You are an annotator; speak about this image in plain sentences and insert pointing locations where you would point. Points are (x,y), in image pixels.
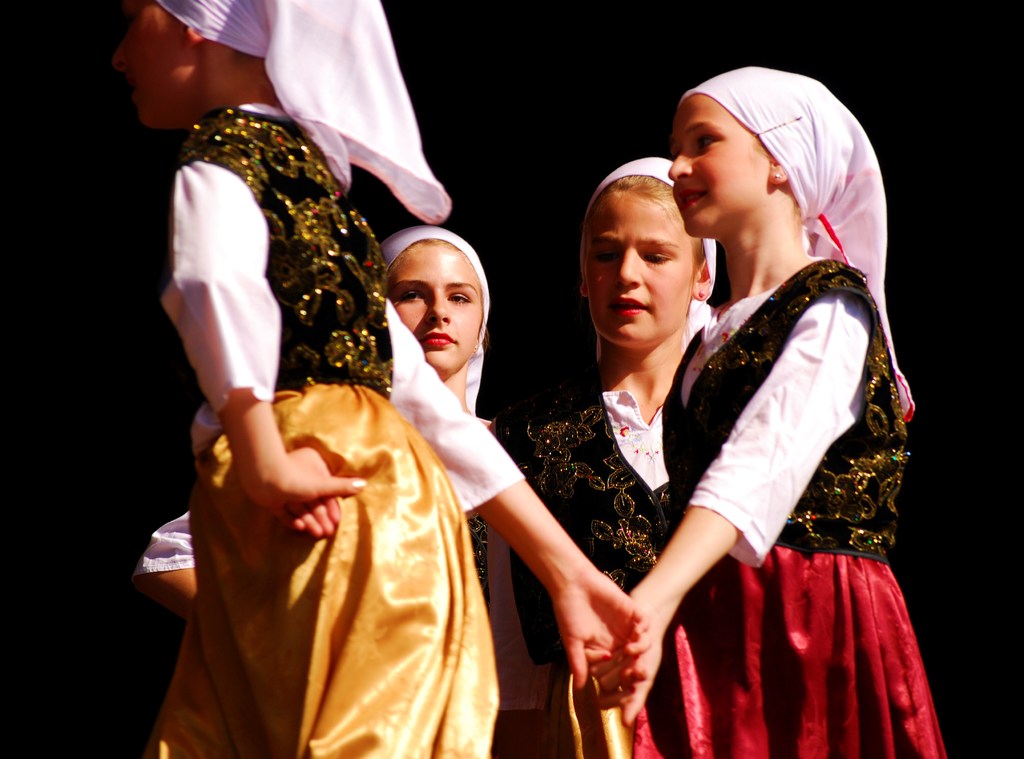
This image consists of four girls (313,592) wearing black tops (357,356) and white scarves (808,190).
